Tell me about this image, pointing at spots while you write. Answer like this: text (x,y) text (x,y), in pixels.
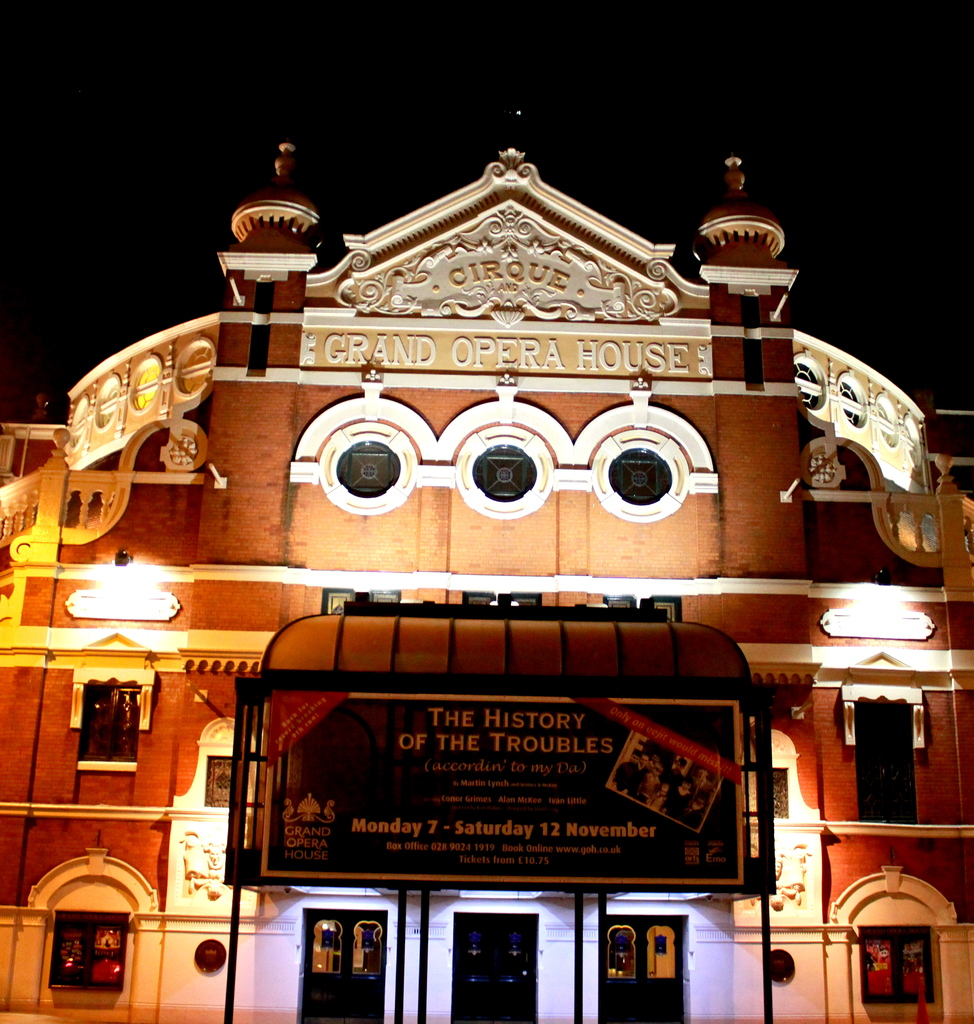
In this picture, we see a building (380,598). At the bottom of the picture (308,937), we see doors (355,961) and windows (84,955). In the middle of the picture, we see a brown color board (538,816) with some text (581,747) written on it. On the top of the building (488,365), it is written as "GRAND OPERA HOUSE". In the background (223,171), it is black in color. This picture is clicked in the dark.
